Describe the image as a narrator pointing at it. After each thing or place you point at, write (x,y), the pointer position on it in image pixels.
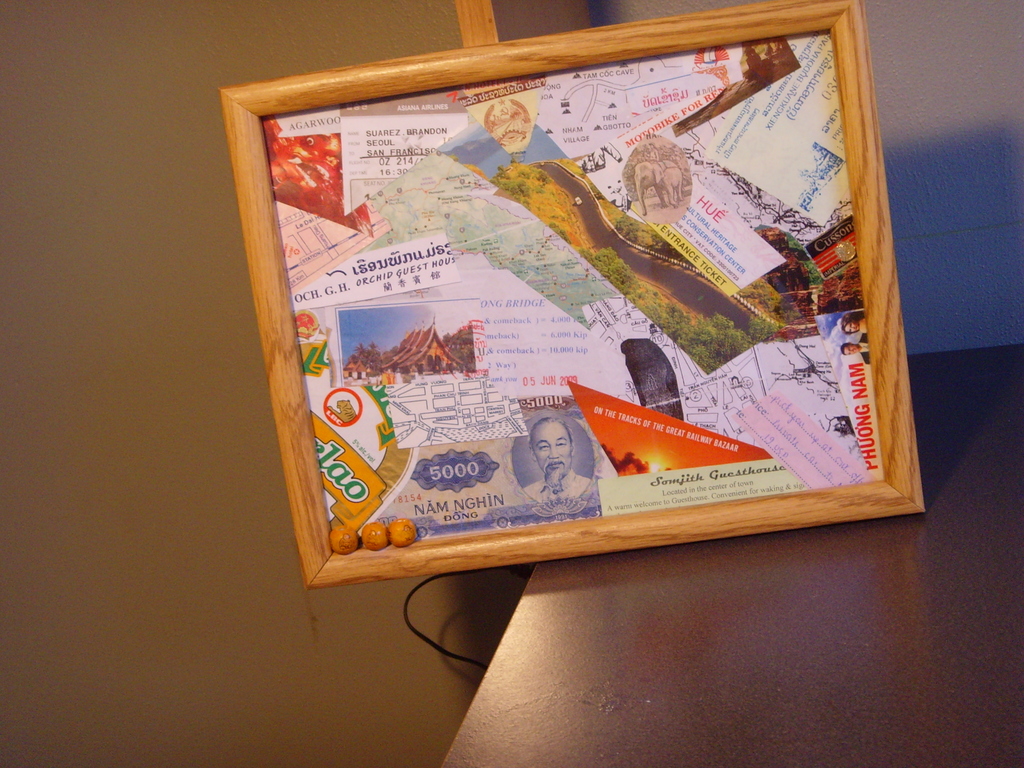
In this Image I can see the board (533,306) on the brown color surface (690,642). The board (644,433) is colorful. In the back (200,262) I can see the wall (214,379).
